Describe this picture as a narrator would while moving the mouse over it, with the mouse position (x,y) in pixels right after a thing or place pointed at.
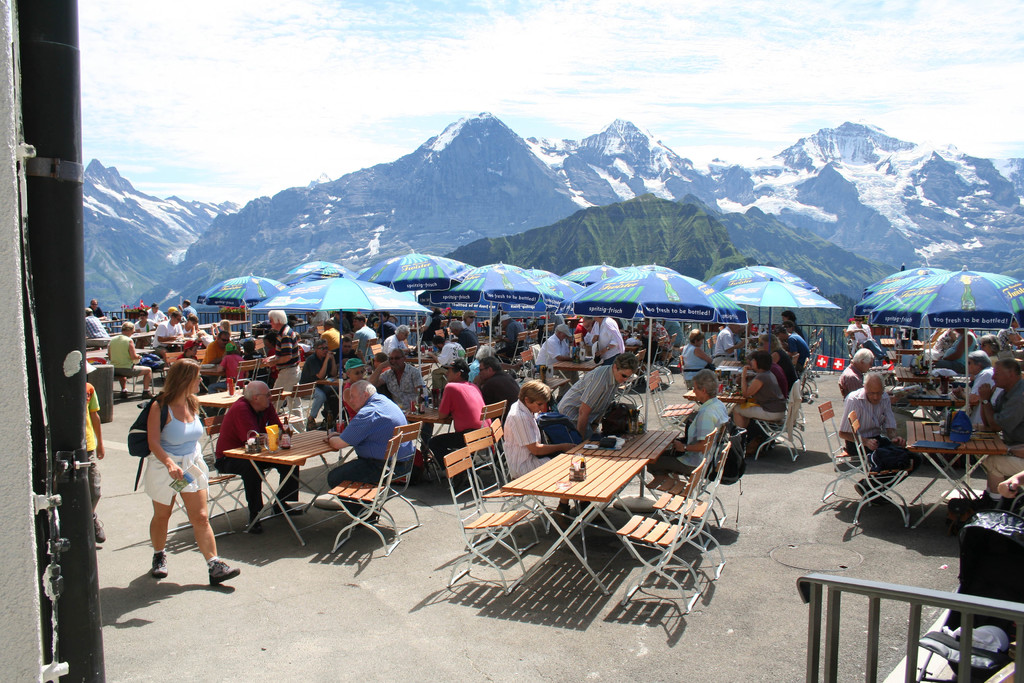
A group of people (858,378) are sitting at tables (925,427) and having a food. In the middle (595,234) there are mountains (621,187) and the sky (485,95).
